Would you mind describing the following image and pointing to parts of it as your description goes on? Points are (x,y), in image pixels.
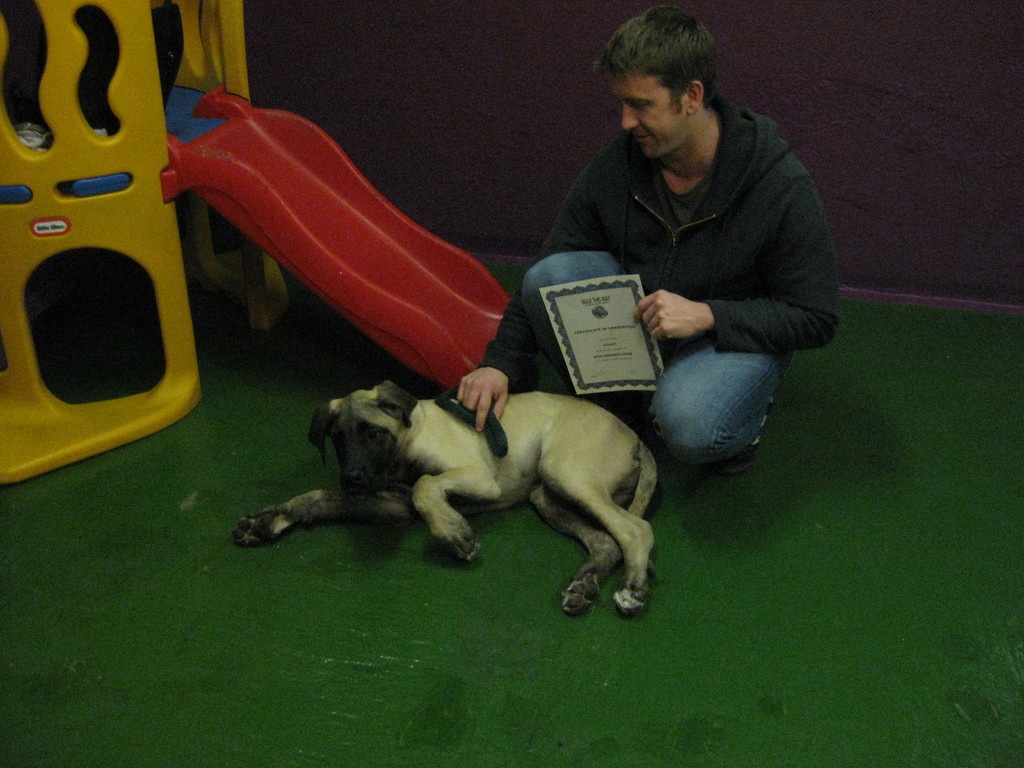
In the middle of this image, there is a person (802,229), holding a certificate (644,327) with a hand (644,303), placing an object (449,396) on a dog (403,430), which is lying on a green color mat (462,596). On the left side (51,150), there is a yellow color play structure (93,152). And the background (471,4) is dark in color.
